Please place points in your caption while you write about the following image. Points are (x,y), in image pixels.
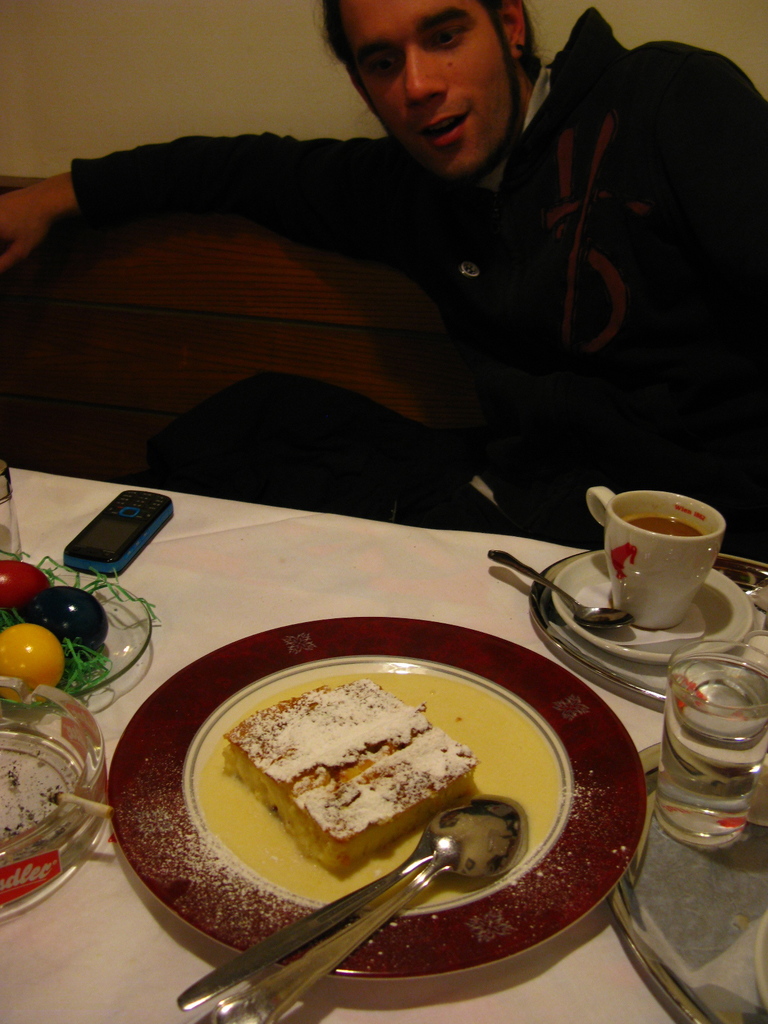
In this image I see a man (554,402) who is sitting and there is a table (29,481) in front (493,602) and there is a plate (323,687) of food (464,698), 2 glasses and spoon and a phone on it.
